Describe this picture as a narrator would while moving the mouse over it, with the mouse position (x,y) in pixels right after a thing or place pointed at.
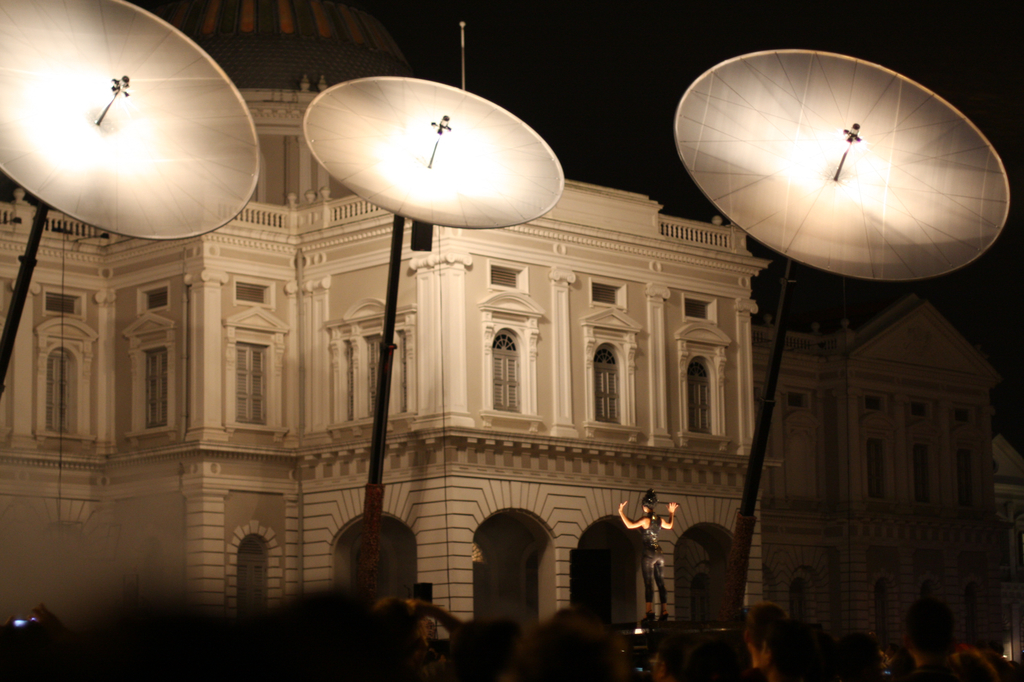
In the background of the image (285,7) there is a palace (496,541). At the bottom of the image (42,661) there are people (662,660). In the center of the image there are light poles (412,176).
